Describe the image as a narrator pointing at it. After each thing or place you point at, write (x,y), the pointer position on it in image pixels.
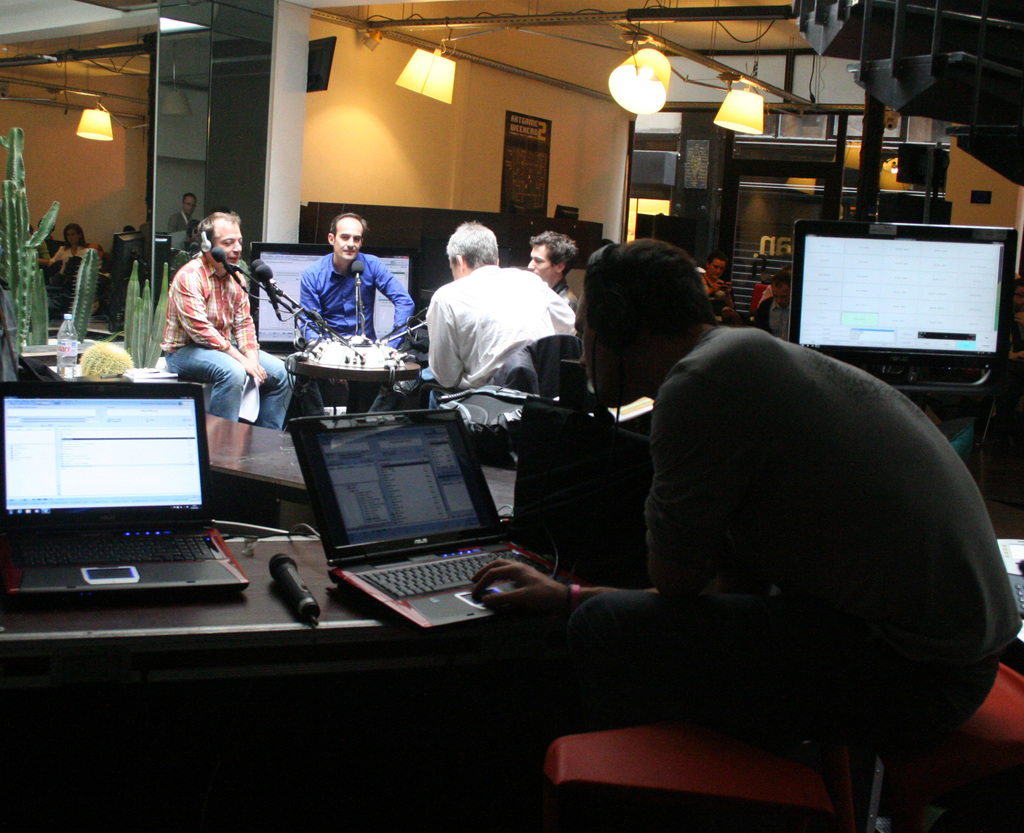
In this image we can see this man (916,589) is sitting and using the laptop (482,557) in front of him. We can see persons (362,291) sitting, mics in front of them, cactus plants (85,320), lights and stairs (1009,156) in the background (894,126).
